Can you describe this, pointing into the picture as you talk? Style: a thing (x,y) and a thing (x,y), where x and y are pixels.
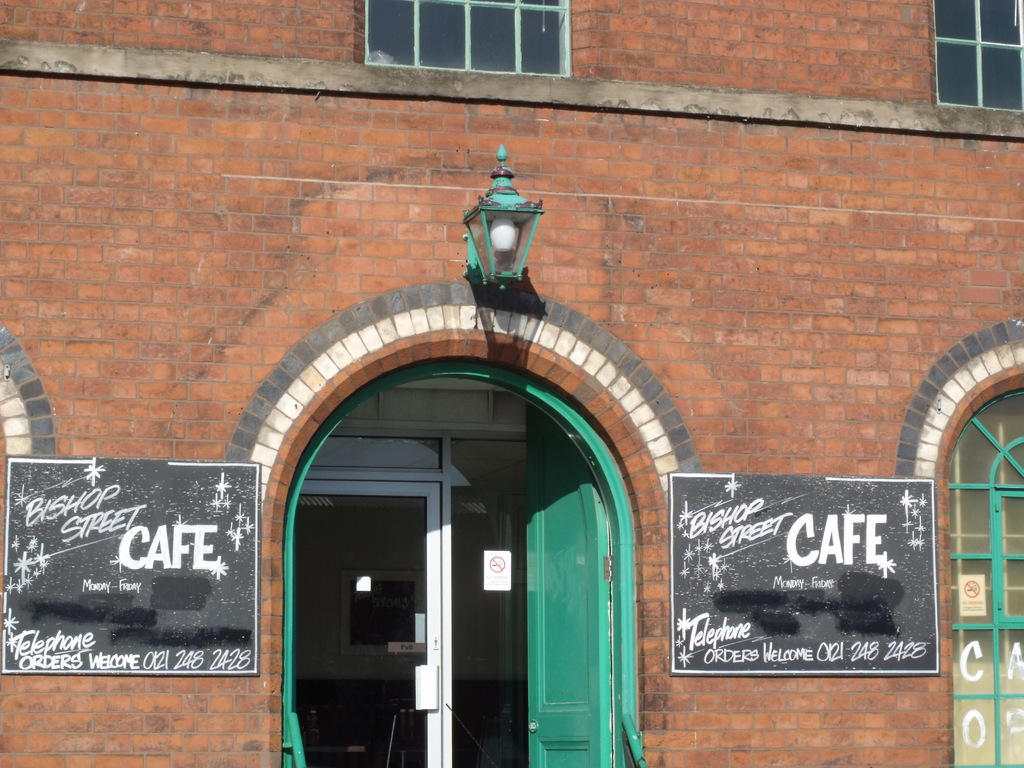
In this picture, we see a building (449,266) in brown color which is made up of bricks (687,232). In the middle of the picture (483,267), we see the lights (473,242) and a green door (606,671). On either side of the picture, we see the boards (711,576) in black color with some text (895,657) written on it. On the right side (986,562), we see a door (993,650). At the top (949,79), we see the windows (562,50).
